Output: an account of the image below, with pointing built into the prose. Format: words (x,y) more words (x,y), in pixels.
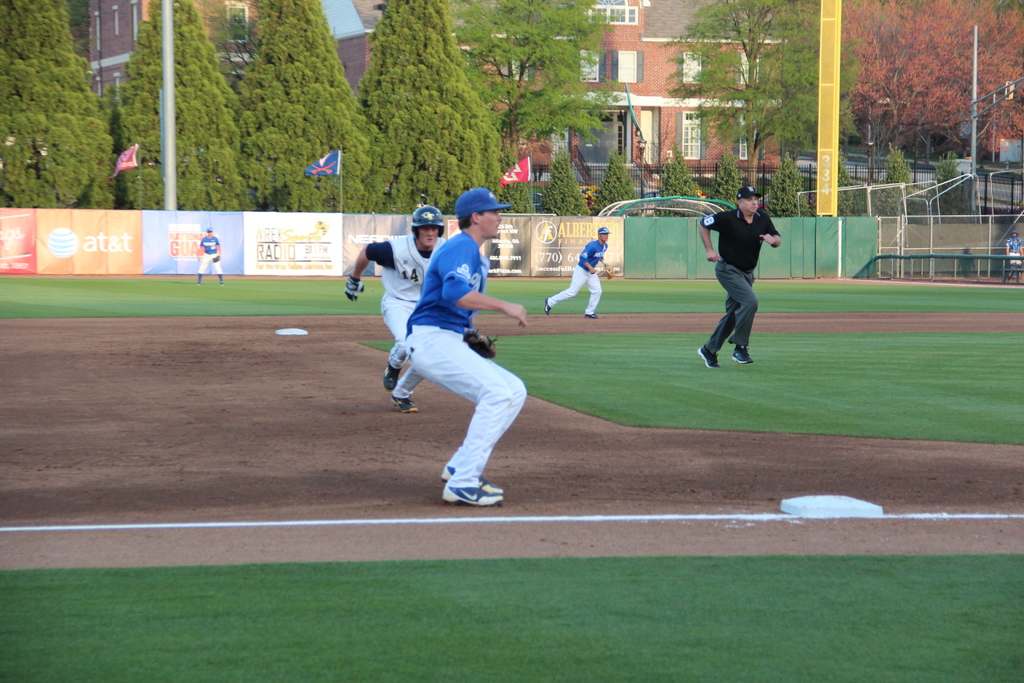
In this picture there are group of people (484,489) running and there are buildings (618,151) and trees (842,176) and there are boards (498,243) and flags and there are poles (867,122). On the right side of the image (801,230) there is fence (982,203). At the bottom (438,621) there is ground (531,454) and there is grass (716,387).
